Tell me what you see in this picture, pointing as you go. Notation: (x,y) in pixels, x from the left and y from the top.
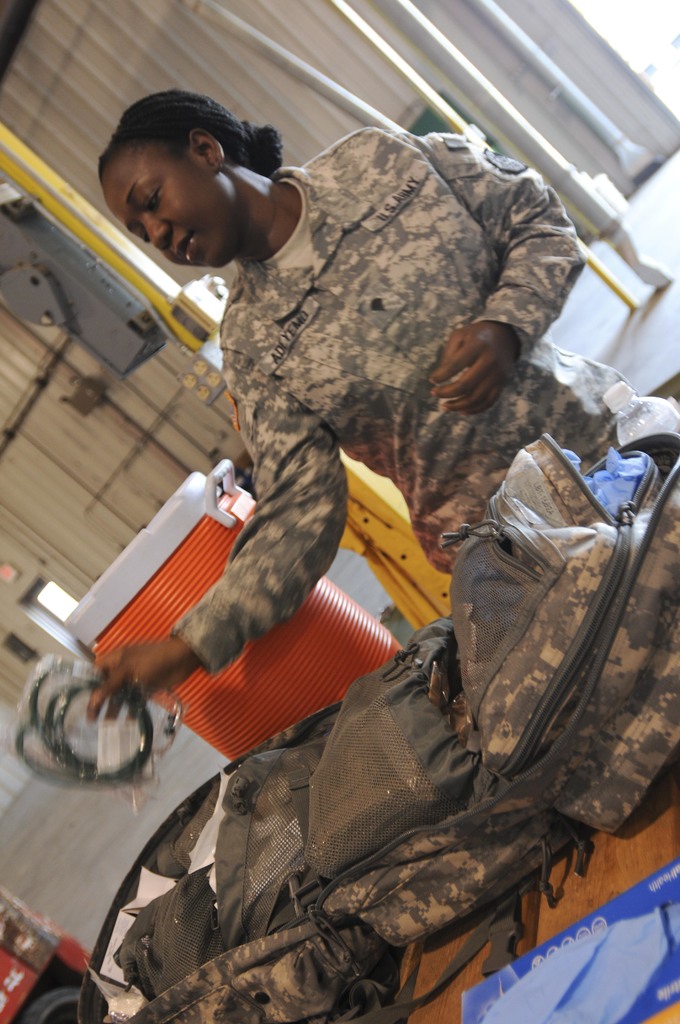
In this image we can see a lady soldier (350,350) who is checking the bag (485,820) which is on table (548,903) and at the background of the image (218,566) there is drink cooler (180,587), poles (125,256) and iron sheet (240,93).
